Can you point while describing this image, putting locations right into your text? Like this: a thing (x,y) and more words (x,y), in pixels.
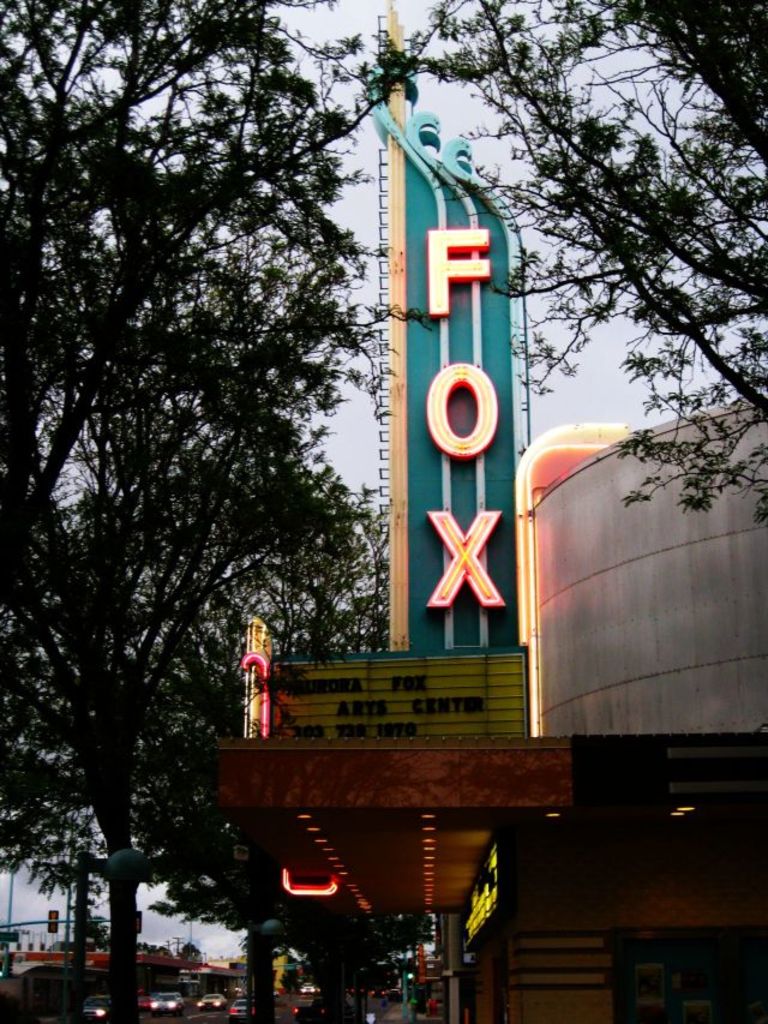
In this image, we can see hoarding (429,715), house (593,774), lights (230,1011), trees (183,679), wall (730,641). At the bottom (415,985), we can see few vehicles (233,1013), poles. Background (355,454) there is a sky (357,466).
